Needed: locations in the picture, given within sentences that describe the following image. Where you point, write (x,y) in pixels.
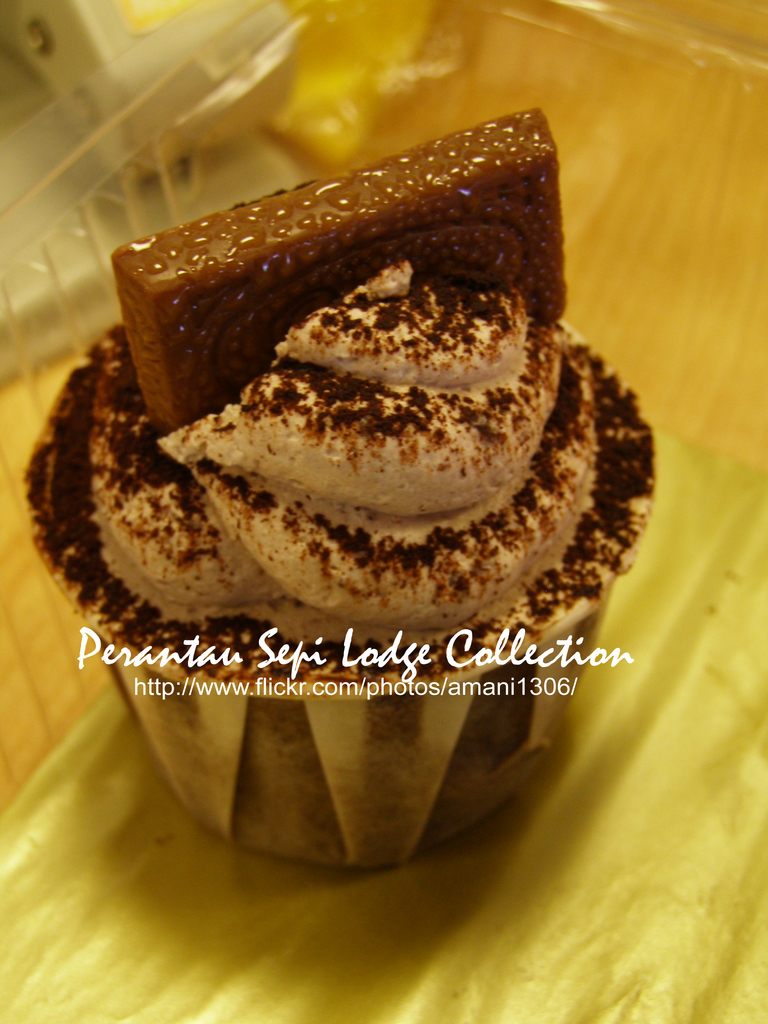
Here we can see a pastry (416,622) in a box (10,546) and this is a watermark (571,657).
